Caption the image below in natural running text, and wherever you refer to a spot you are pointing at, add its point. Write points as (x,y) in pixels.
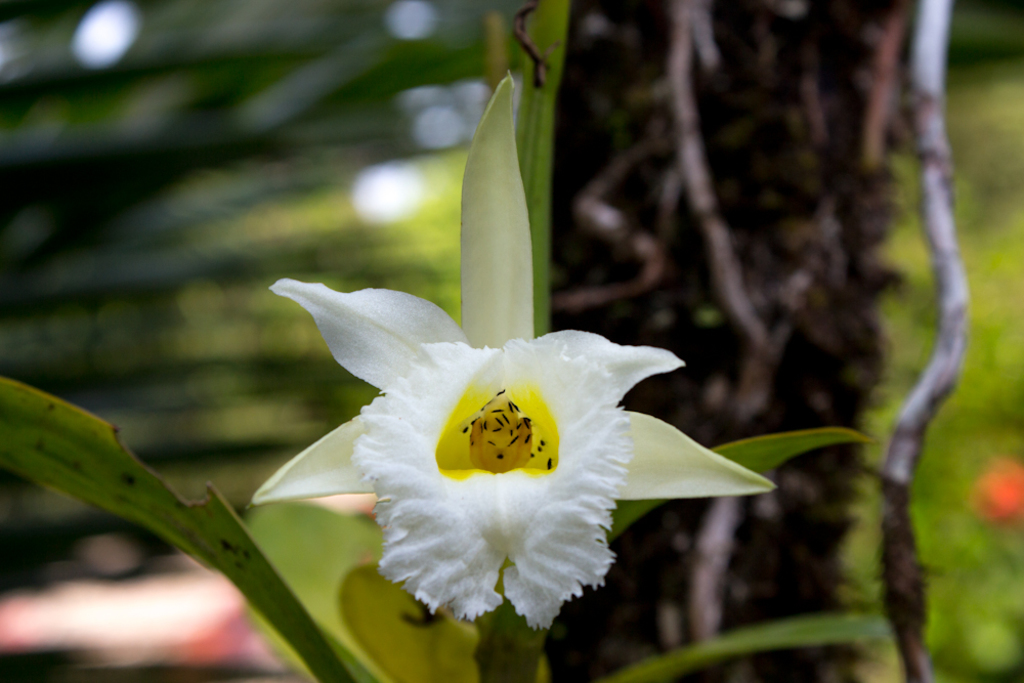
In this image we can see a plant (340,493) with flower (536,567). In the background (969,578) the image is blur but we can see plants (230,181) and objects (223,682).
